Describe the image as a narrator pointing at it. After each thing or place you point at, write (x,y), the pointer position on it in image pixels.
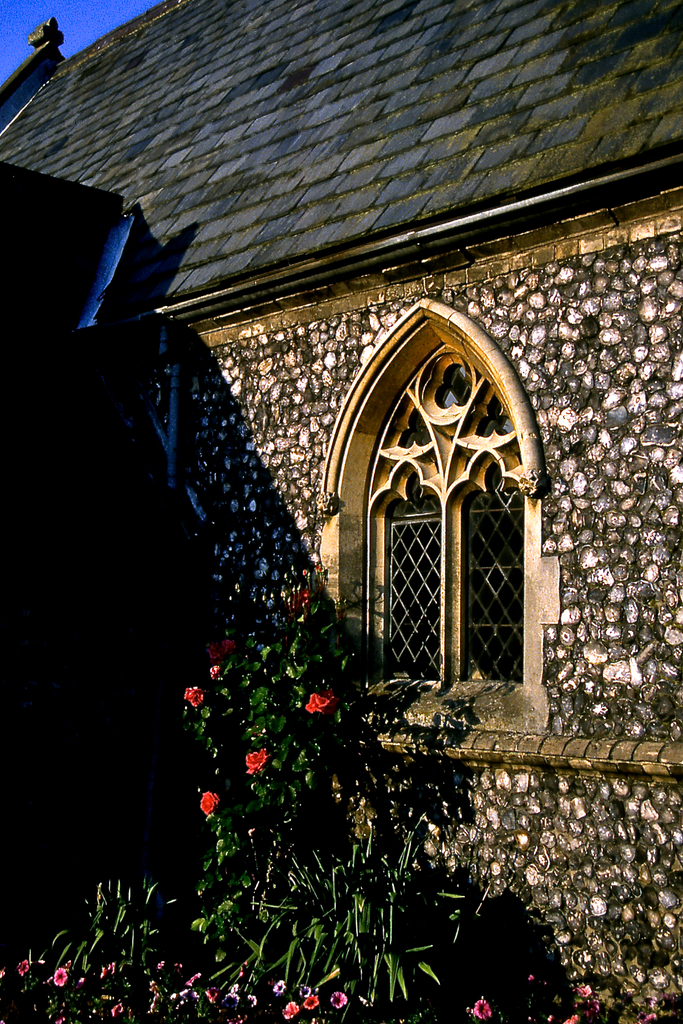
We can see plants (294,674), flowers (315,699), window (329,562) and roof top (39,58).
